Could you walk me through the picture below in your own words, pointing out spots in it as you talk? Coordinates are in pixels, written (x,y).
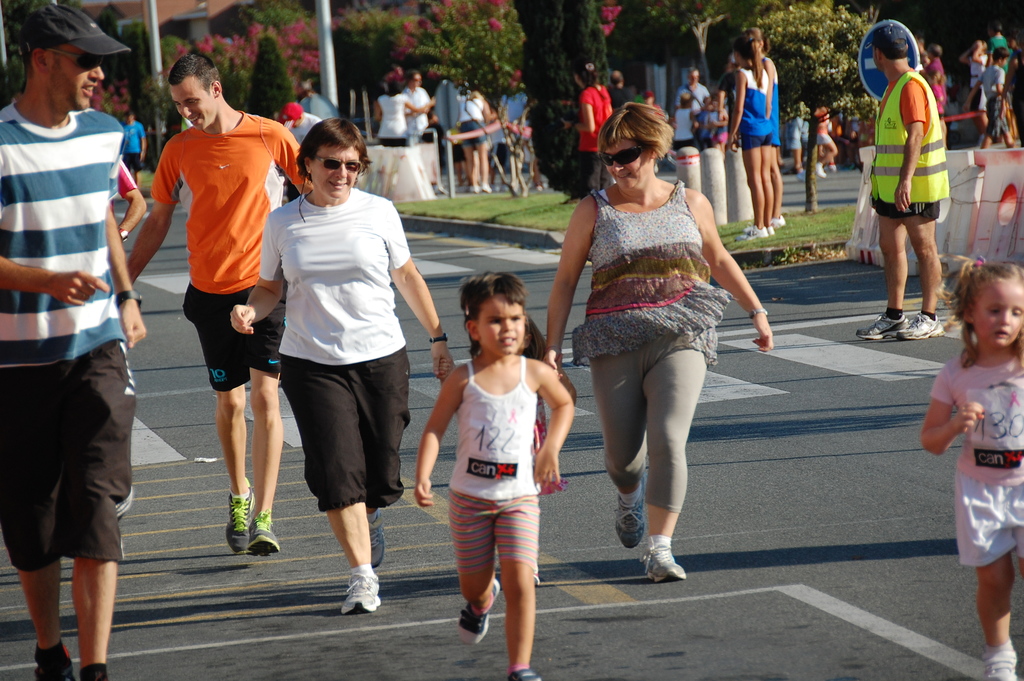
This image is taken outdoors. At the bottom of the image (234,564) there is a road (763,536). In the background (497,54) there are many trees (530,31), plants (489,77), poles (453,173) and barriers (419,183). Many people (756,89) are standing on the ground (791,197) and a few (992,67) are walking on the ground (831,185). On the left side of the image (298,180) a few people (12,216) are running on the ground (142,545). In the middle of the image (347,240) two women (642,243) and a kid (522,404) are running on the ground (594,481). On the right side of the image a man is standing and a girl (994,506) is running.
